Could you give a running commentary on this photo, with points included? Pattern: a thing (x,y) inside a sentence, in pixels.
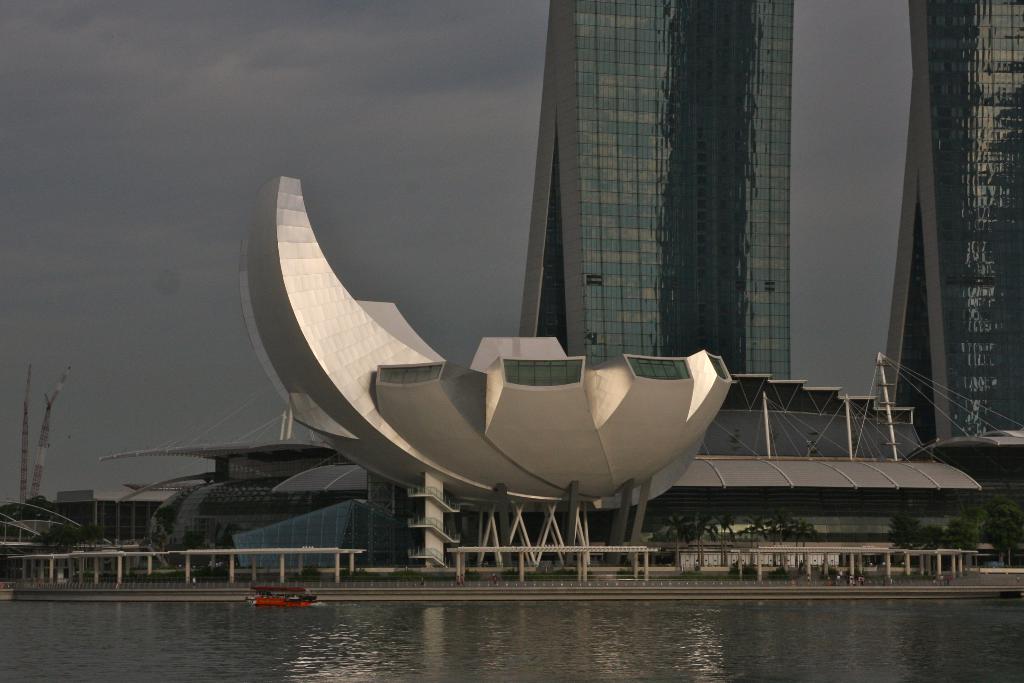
In this picture I can observe a river (324,642). There is a red color boat (282,598) floating on the water (489,657). I can observe buildings (572,378). In the background (395,204) there is a sky (266,130) with some clouds (246,109).
